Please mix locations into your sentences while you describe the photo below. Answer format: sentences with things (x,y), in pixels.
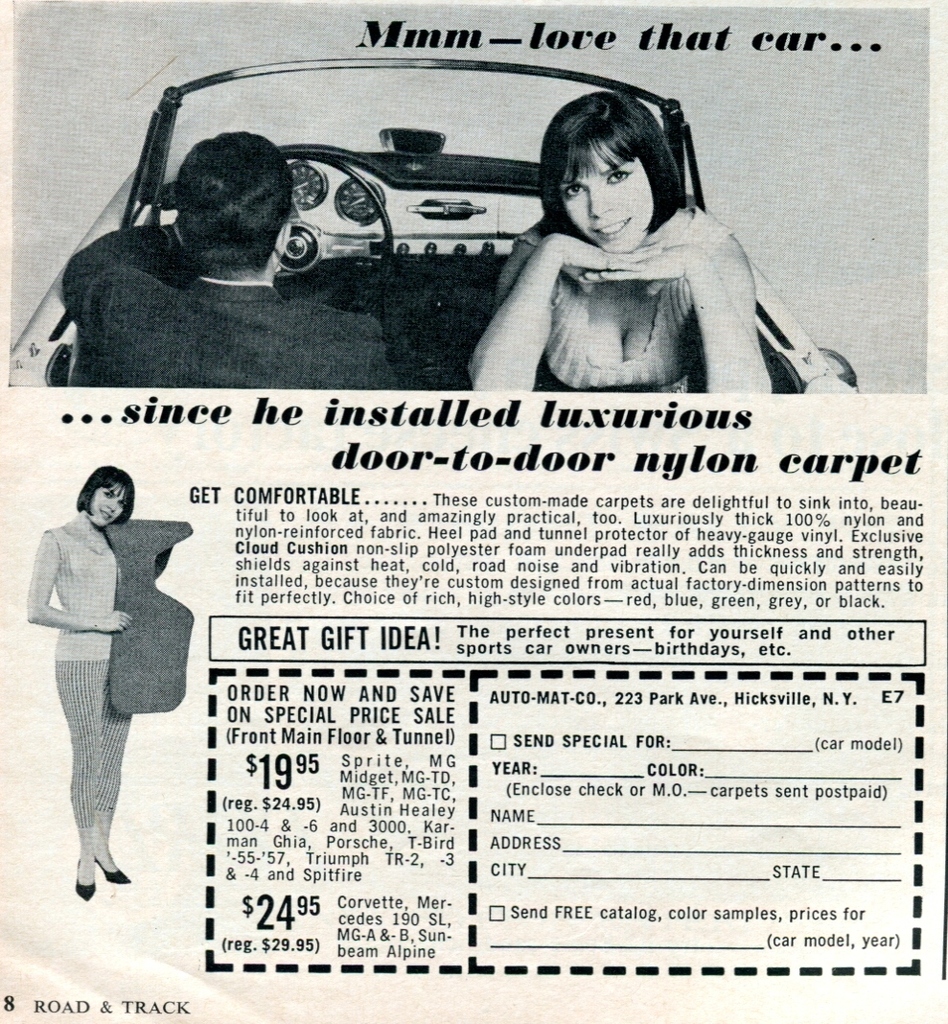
In this picture there is a poster (401,409). At the top of the poster (562,426) there is a woman (606,226) who is sitting on the car's seat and beside that I can see the man (233,372) who is riding a car (460,329). In the left (109,483) there is a woman (97,473) who is holding a mat (163,607) and she is smiling. On the right (727,419) there is an article (576,688).
